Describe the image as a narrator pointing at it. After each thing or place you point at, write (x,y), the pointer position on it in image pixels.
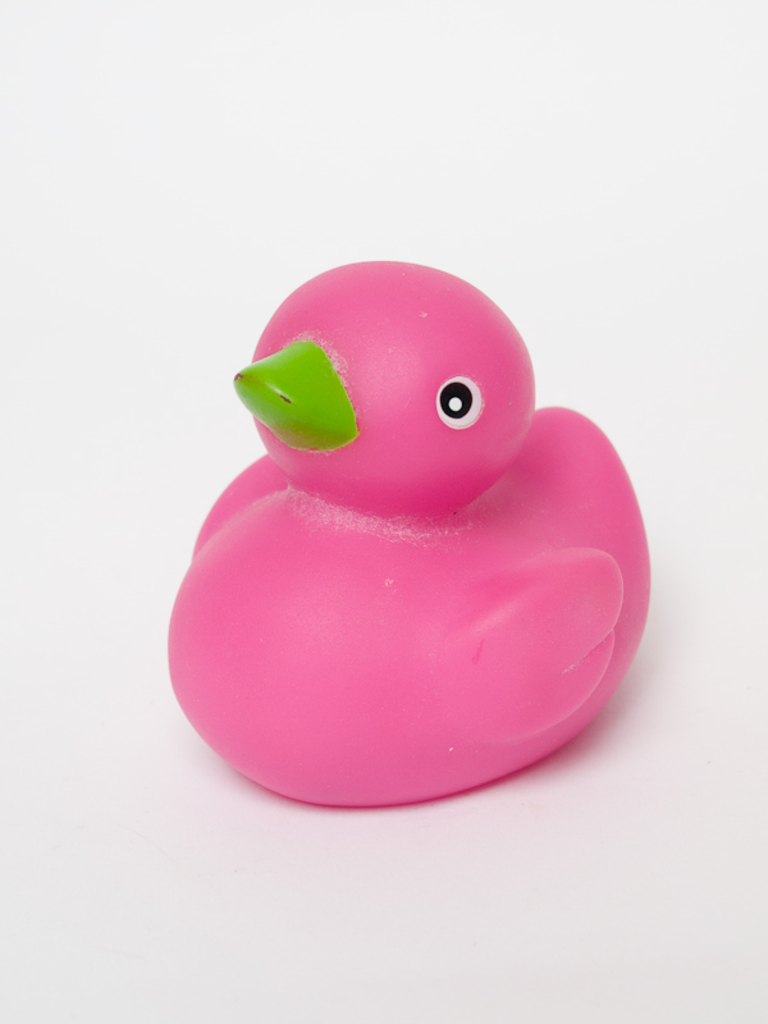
In this picture, there is a rubber duck (340,545) which is in pink in color.
